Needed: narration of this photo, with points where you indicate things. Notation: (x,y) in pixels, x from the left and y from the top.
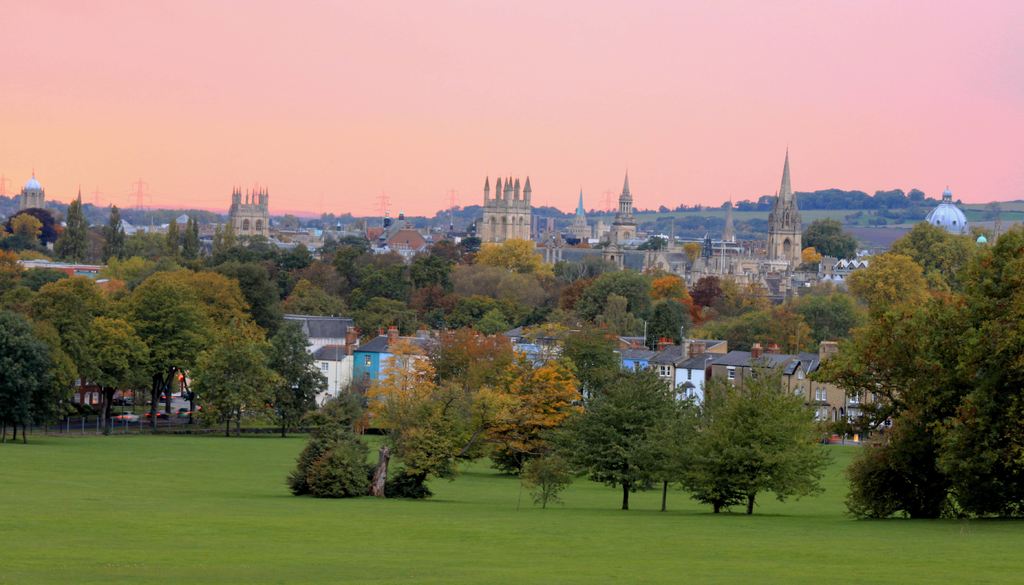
In this picture we can see trees (781,341), buildings (768,357) with windows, grass (573,543), fence (289,430) and in the background (148,183) we can see the sky (616,158).
